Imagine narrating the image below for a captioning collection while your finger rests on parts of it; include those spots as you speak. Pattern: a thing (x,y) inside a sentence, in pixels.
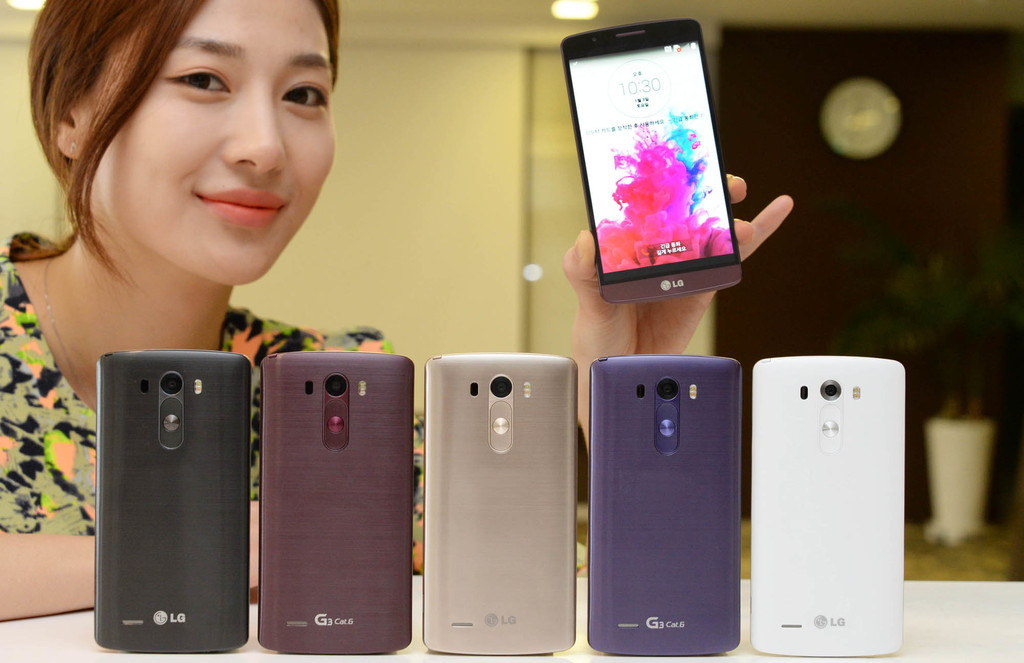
In this picture I can see a woman (287,203) holding a mobile (631,194), in front (133,485) we can see the table (49,624) on which we can see some mobiles (129,498) are placed.
